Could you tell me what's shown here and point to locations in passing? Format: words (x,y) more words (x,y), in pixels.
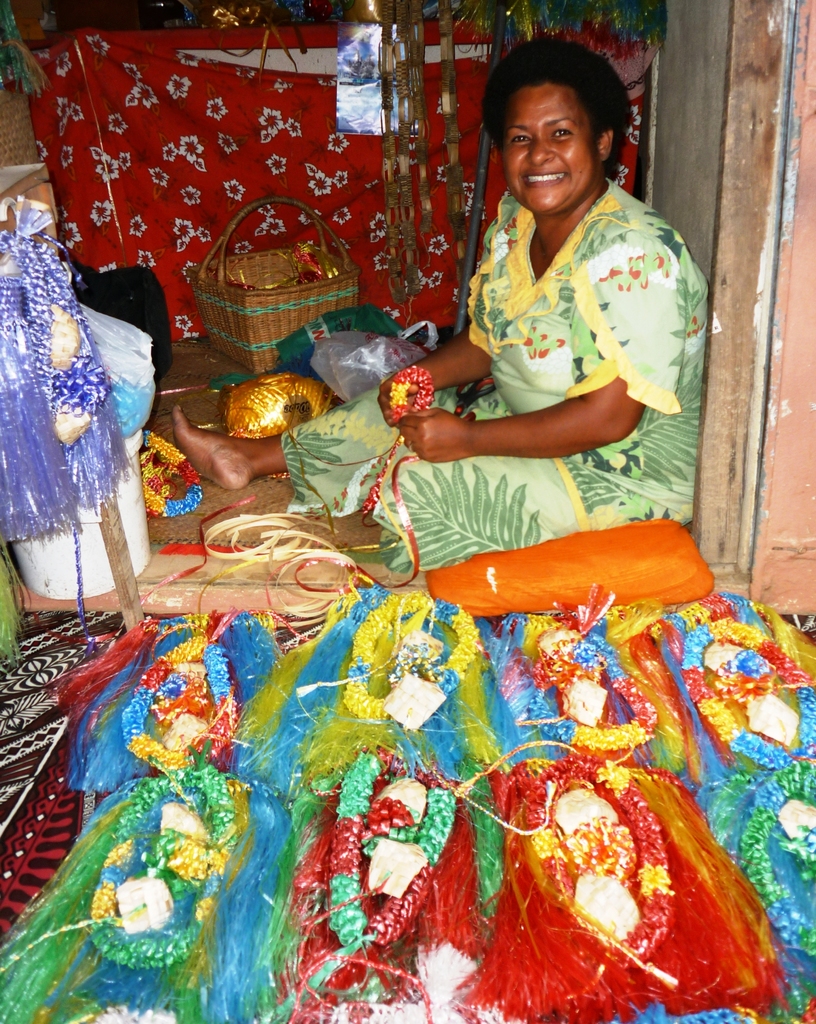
In this picture I can see a woman (527,252) sitting in front (452,372) and I see that she is smiling and holding a thing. Beside to her I can see many colorful things (356,705). In the background (196,305) I can see a basket (273,334), a red color cloth (241,206) and other things (428,224).
